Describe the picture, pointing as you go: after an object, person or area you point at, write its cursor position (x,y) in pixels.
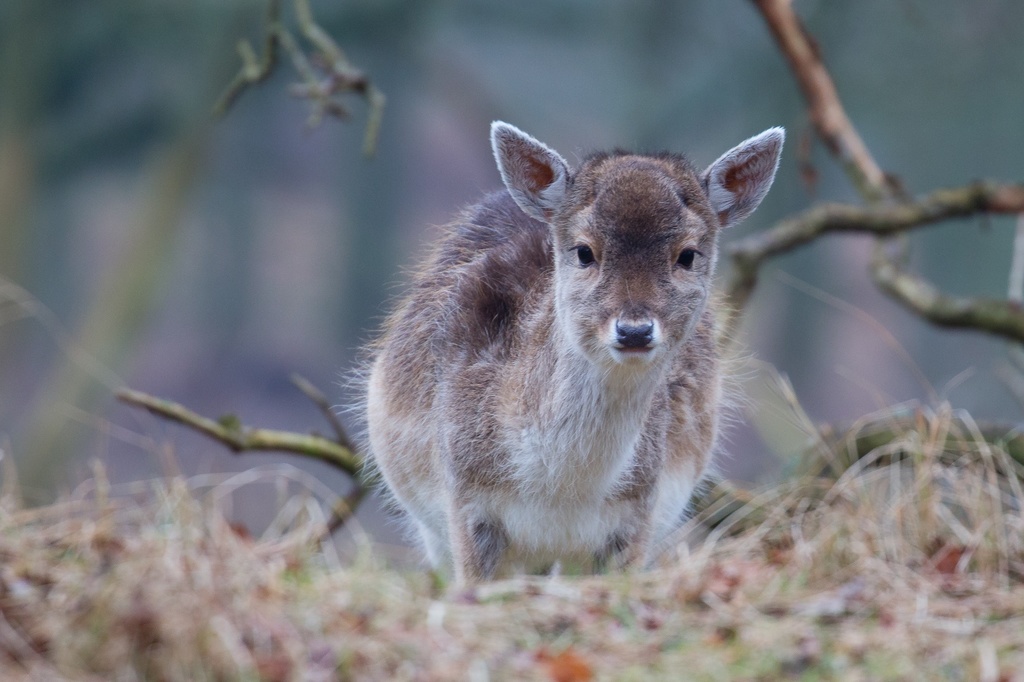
In this image I can see an animal (494,355) which is in white, black and brown color. It is standing on the grass (510,612). I can also see the stems (860,219) to the side. And there is a blurred background (941,267).
